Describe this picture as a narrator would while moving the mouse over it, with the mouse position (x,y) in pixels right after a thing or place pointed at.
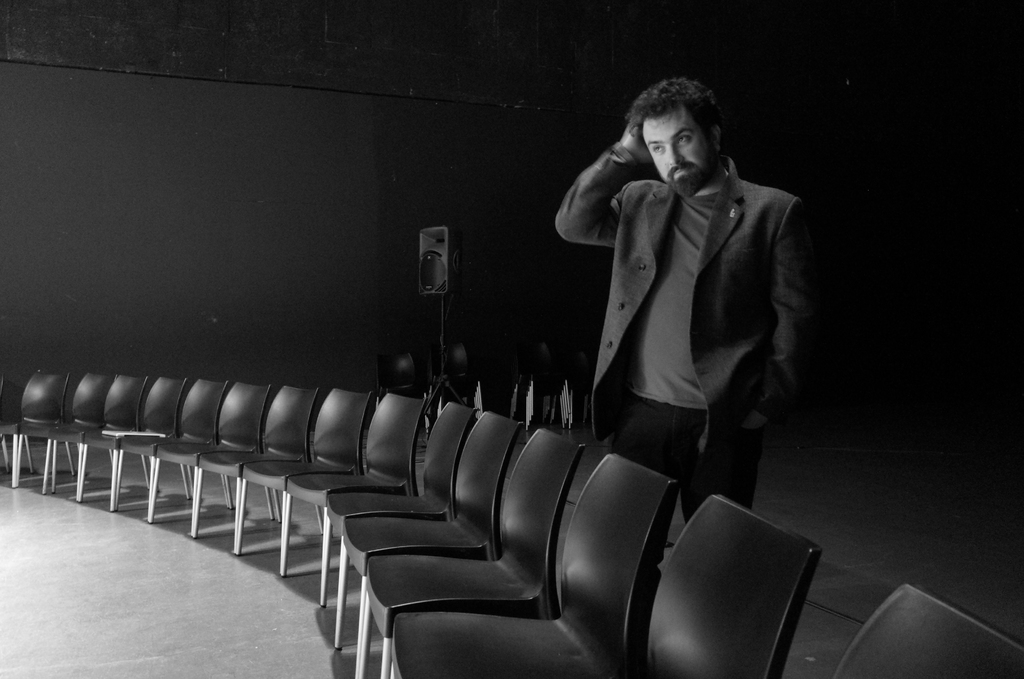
In this image in the center (636,264) there is one person (703,302) who is standing and also beside him there are some chairs (386,512), in the background (377,365) there are some chairs (404,371) and one speaker (436,258) and a wall (412,124). At the bottom (202,564) there is floor (866,494).
